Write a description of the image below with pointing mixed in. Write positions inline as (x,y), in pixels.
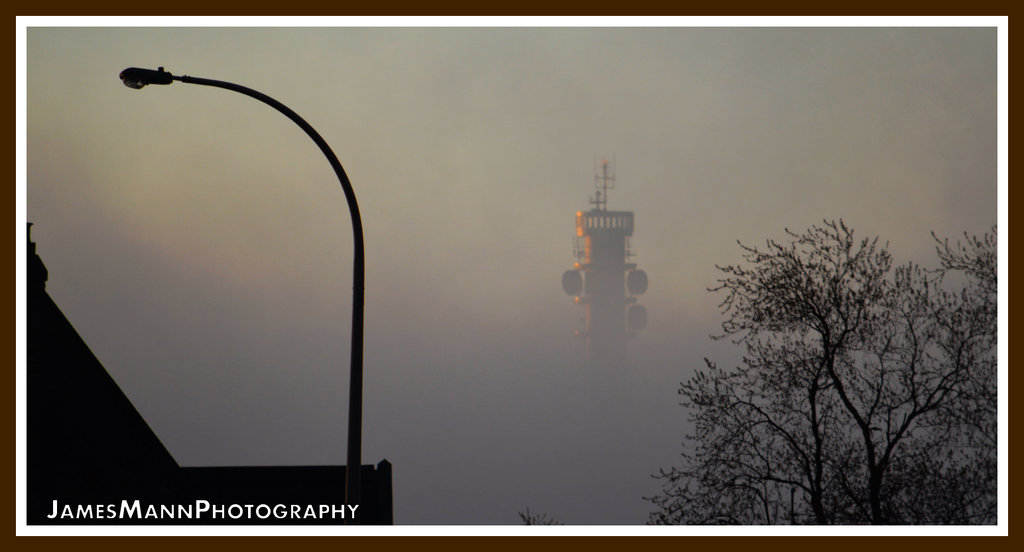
In the center of the image (601,310) there is a tower (607,340). On the right (813,375) we can see a tree (799,418). On the left (301,124) we can see a pole (358,480) and a light (151,80). In the background (397,133) there is sky (558,119).
